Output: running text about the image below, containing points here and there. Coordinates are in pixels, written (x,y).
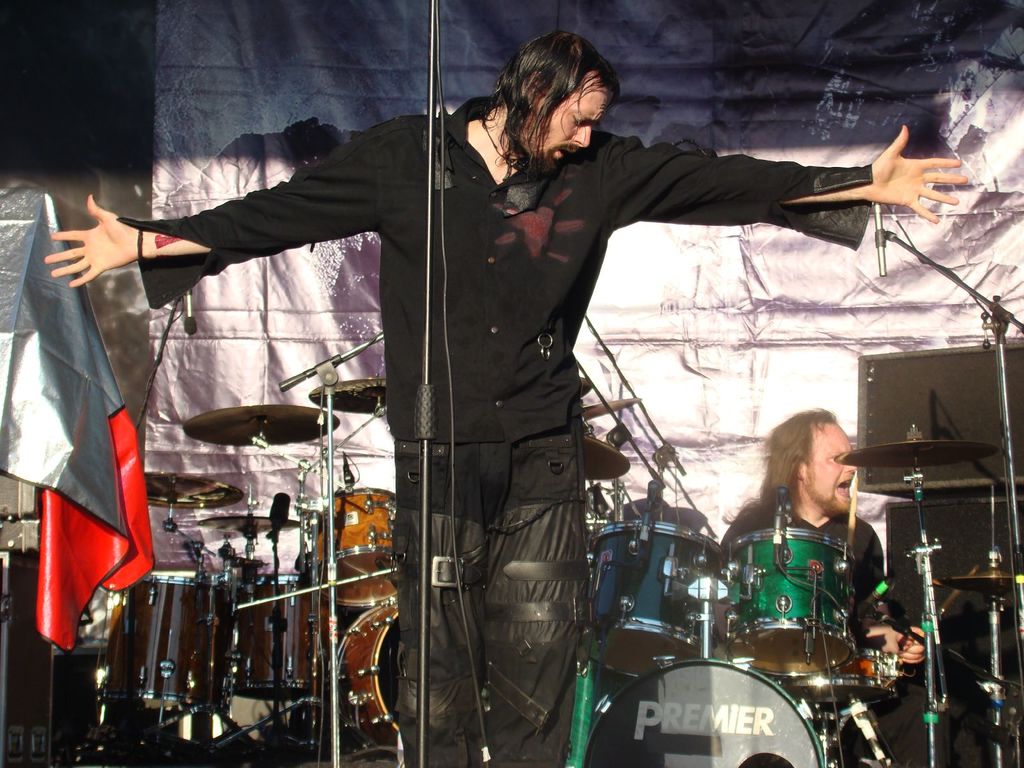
The man (498,273) in front of the picture wearing black shirt (442,311) is standing. In front of him, we see a microphone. I think he is singing the song. Behind him, we see drums (290,614). The man (865,570) in black T-shirt (865,570) is playing the drums (661,664). On the right side (911,376), we see a microphone (1004,322) and speaker box (894,379). On the left side (120,437), we see a cloth (54,452) in grey and red color. In the background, we see a sheet (687,82) in grey color.
